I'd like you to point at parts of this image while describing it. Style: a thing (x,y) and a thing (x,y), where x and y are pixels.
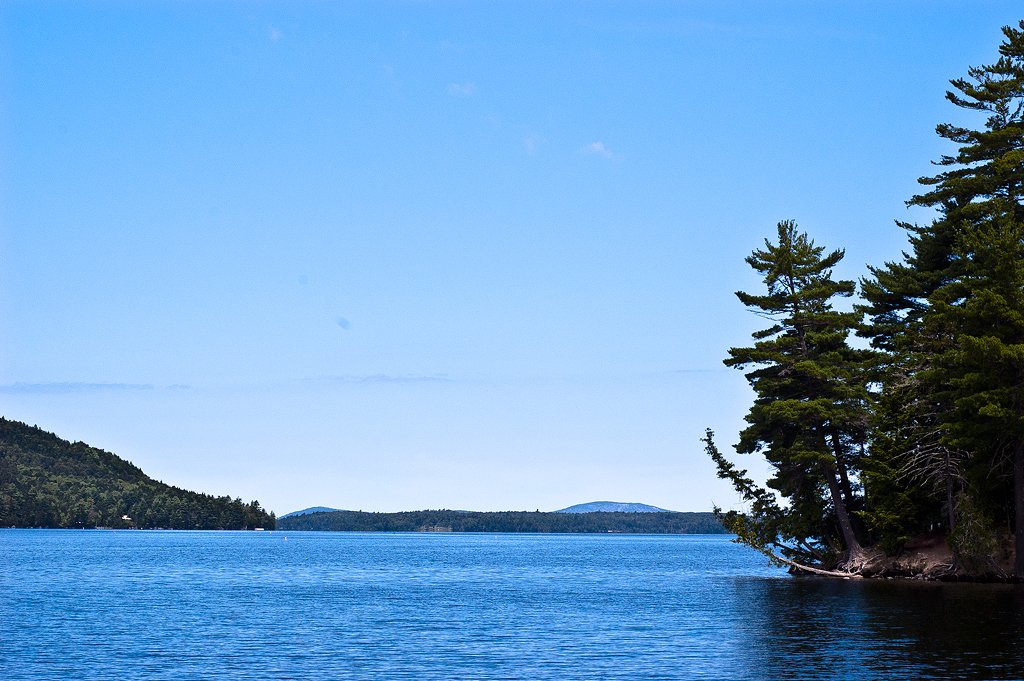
In the picture we can see water (301,618), on right side of the picture (893,370) there are some trees (729,513), in the background of the picture (115,516) there are some mountains (115,516) and top of the picture (464,115) there is clear sky (400,135).
